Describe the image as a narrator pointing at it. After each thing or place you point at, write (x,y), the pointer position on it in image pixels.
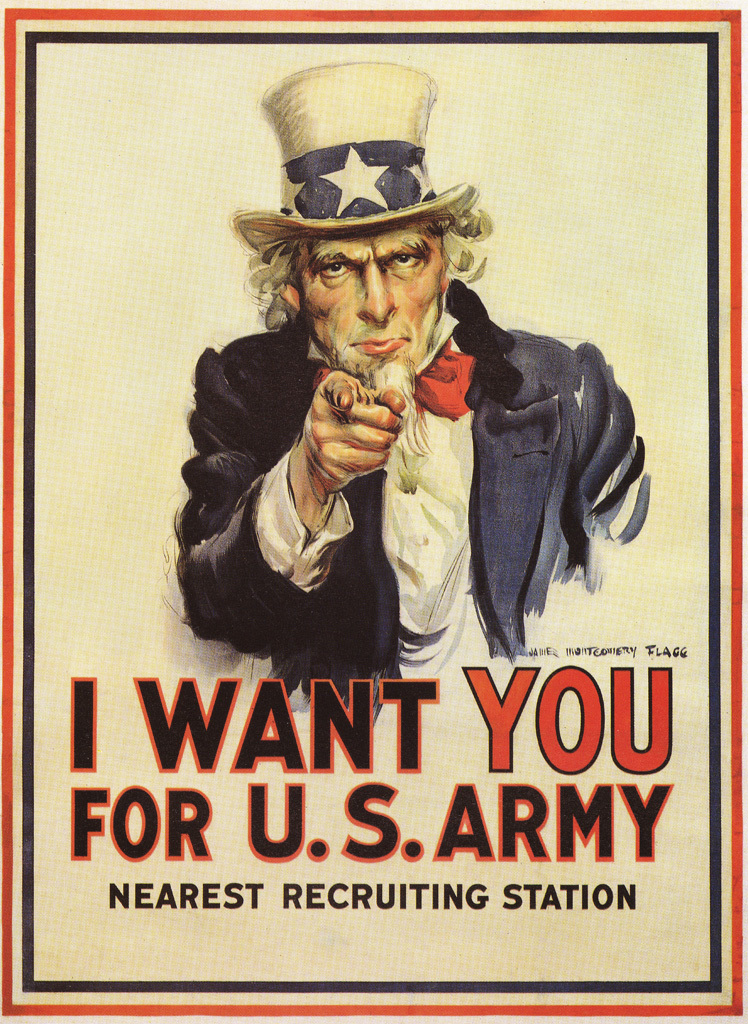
In this image there is a depiction (445,575) of a person (453,518) and there is some text (421,767) at the bottom of the image (632,725).
